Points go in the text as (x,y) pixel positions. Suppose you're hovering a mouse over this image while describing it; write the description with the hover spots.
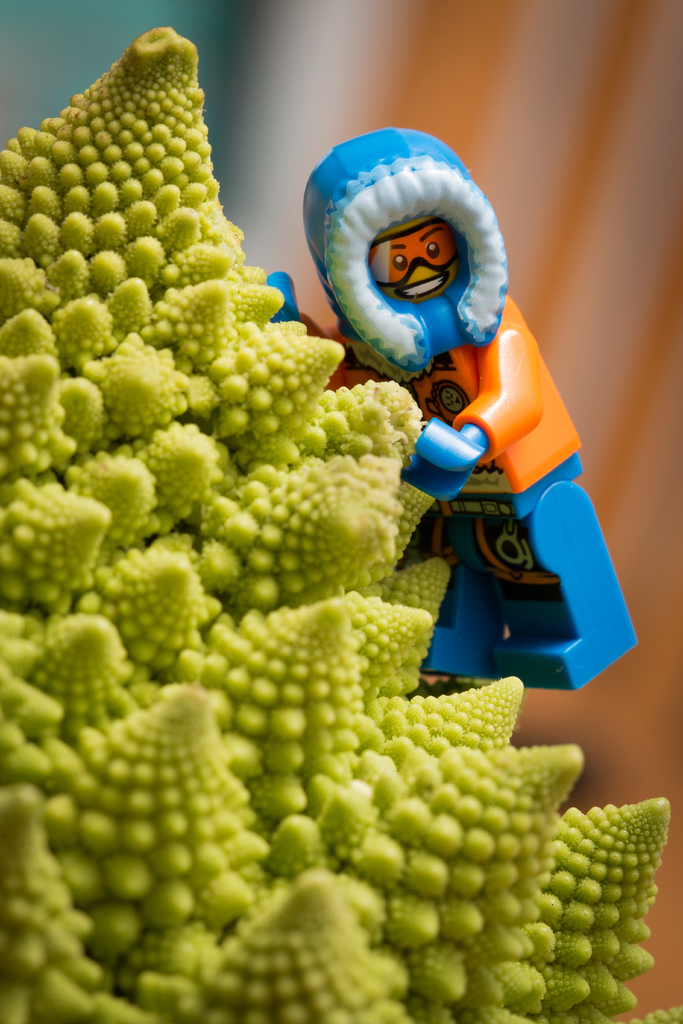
There is a green vegetable (148,441). On that there is a toy (455,428). In the background (423,67) it is blurred.
